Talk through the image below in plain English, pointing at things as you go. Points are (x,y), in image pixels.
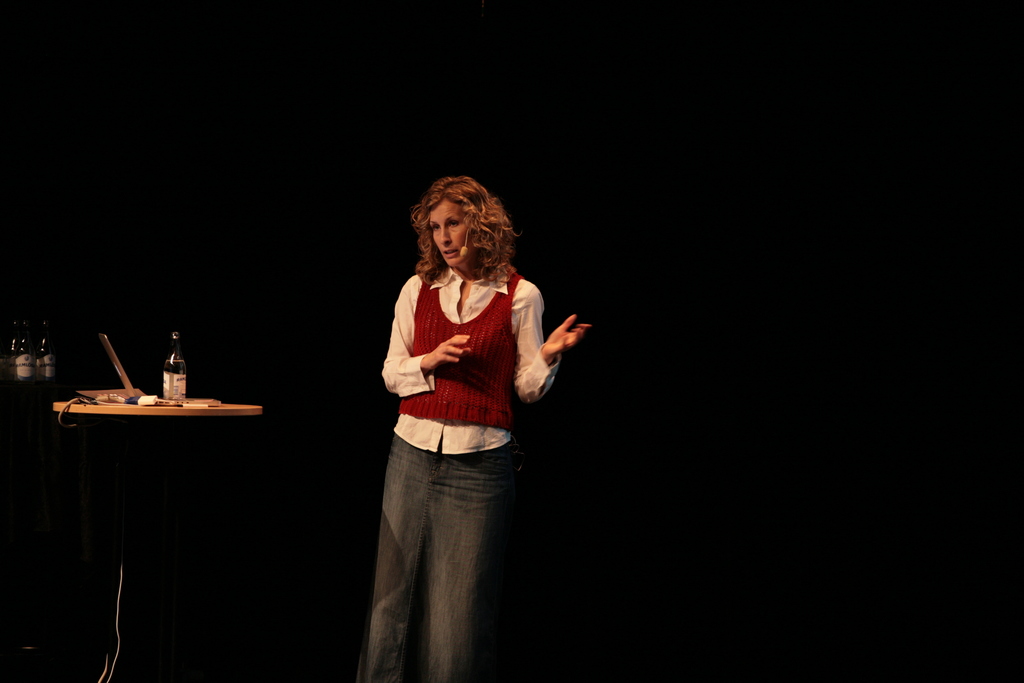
In the picture there is a woman (456,381), she is standing and talking something. There is a table (93,410) beside the woman (440,398) and on the table (170,413) there is a laptop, a bottle (183,370) and some other objects (155,400). The background (210,313) is dark.
